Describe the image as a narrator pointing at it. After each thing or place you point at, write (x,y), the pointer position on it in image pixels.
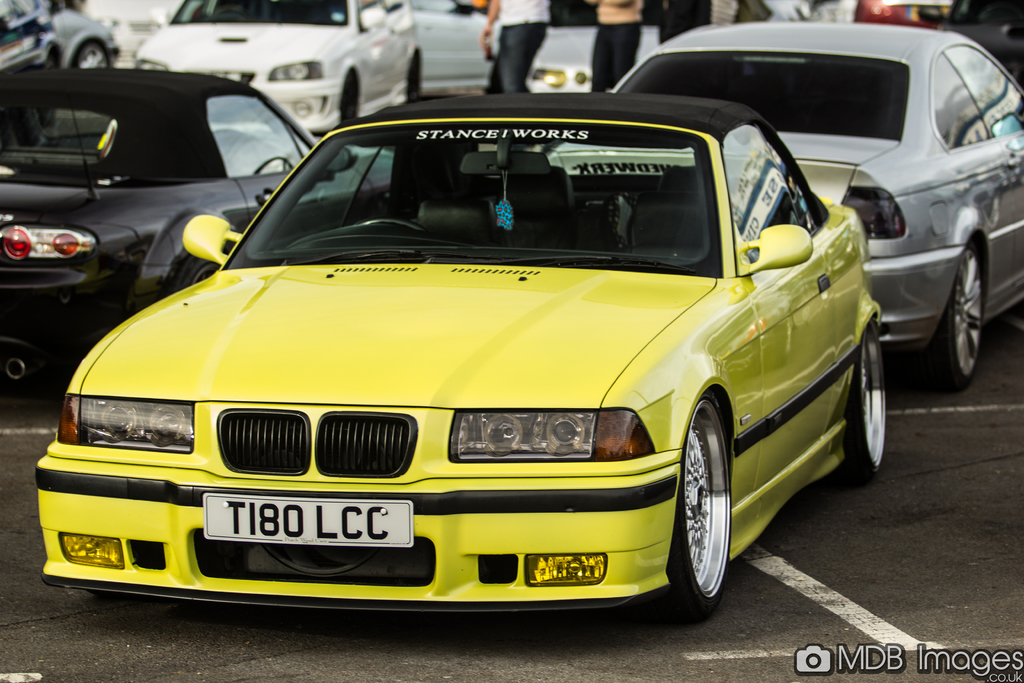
In this picture there is a yellow color car (386,240) in the center of the image (409,390) and there are other cars (8,49) in the background area of the image (167,175) and there are people (599,25) at the top side of the image (663,6).
